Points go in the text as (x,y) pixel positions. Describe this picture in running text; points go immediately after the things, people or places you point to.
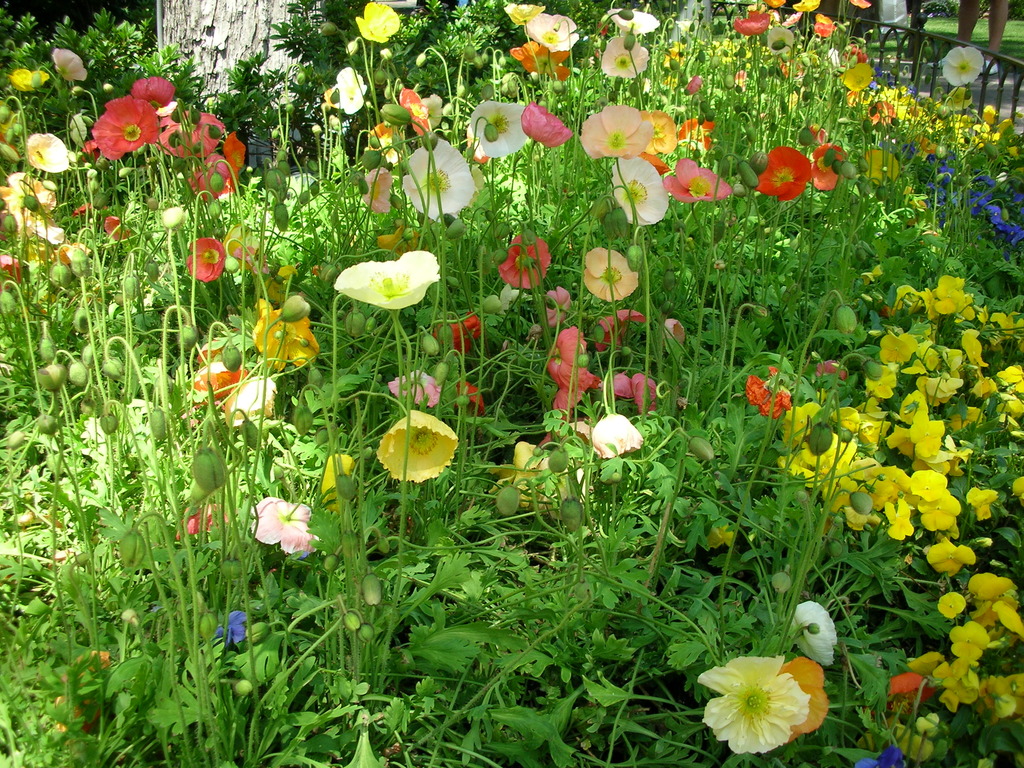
In the image there are many plants (354,575) with leaves (479,212). And also there are different colors of flowers (606,264) such as yellow, pink, red, blue and also there are buds (602,215) on the plants (760,92). In the top right corner of the image (911,43) there is a fencing (916,42) and also there are people's legs (993,24).
